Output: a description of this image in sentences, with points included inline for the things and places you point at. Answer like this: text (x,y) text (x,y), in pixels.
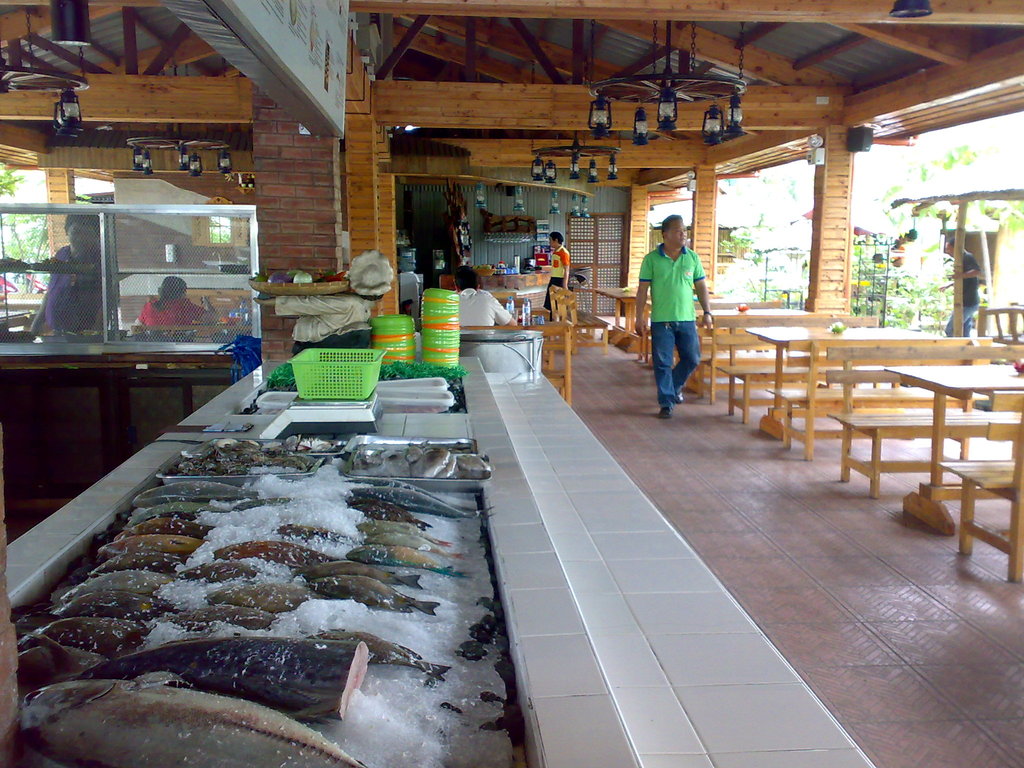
In the image we can see there is a tray (439,527) in which there are fishes (208,746) kept and the man (678,276) is standing on floor (619,371) and the people (183,286) who are sitting over here and there are plates (431,339) and a basket (338,385) and benches (810,407) are kept on the floor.
